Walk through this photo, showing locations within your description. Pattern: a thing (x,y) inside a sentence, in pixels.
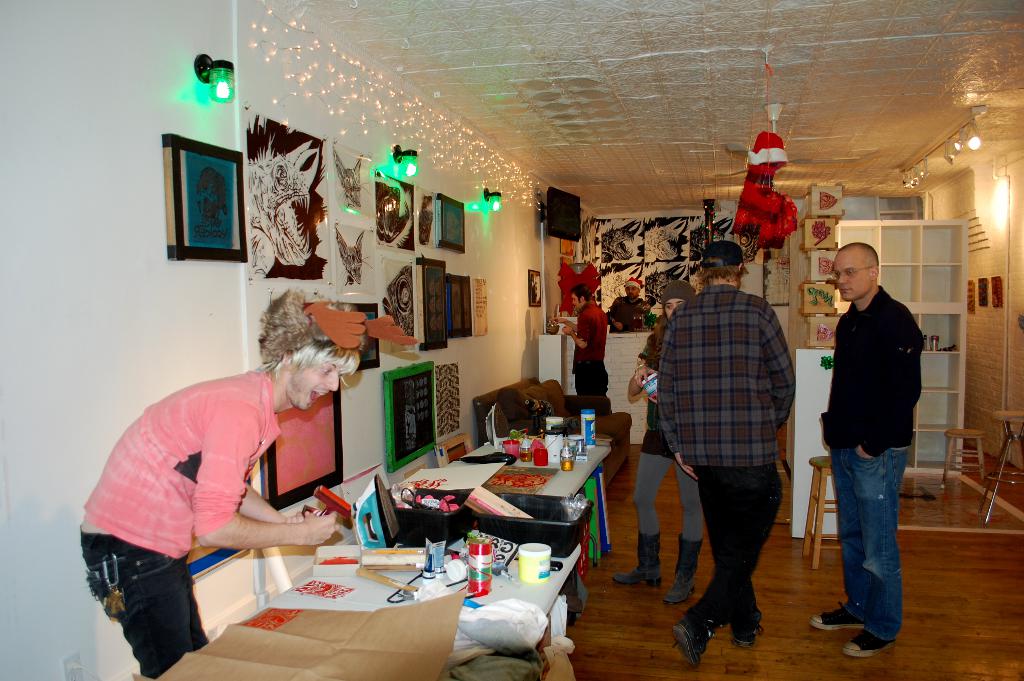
In this image, there are many people (745,479). To the left (174,512), the man (163,489) wearing a pink shirt (178,524) and black jeans (134,590). Behind him there is a wall (211,267) on which frame (221,240) and lights (299,118) are fixed. In the middle (674,345), the man (704,494) walking is wearing a black cap (738,256). In the background (928,258), there are cupboards (900,243) walls (990,264) and posters (617,226) on the wall (1002,251). To the right (995,182), there is a light (996,224) on the wall (991,243).
